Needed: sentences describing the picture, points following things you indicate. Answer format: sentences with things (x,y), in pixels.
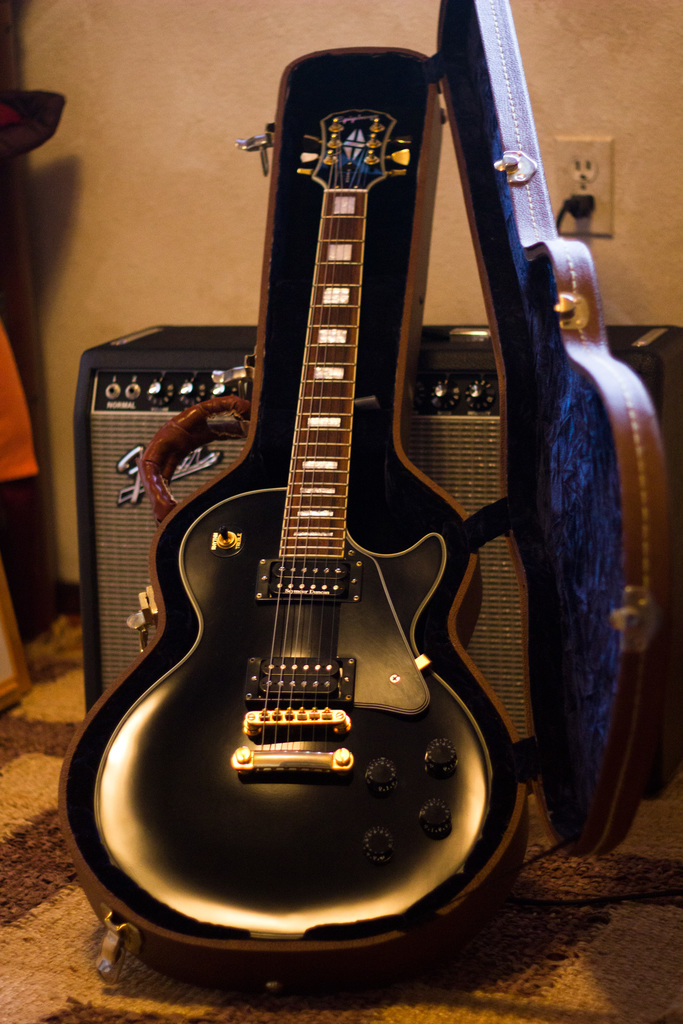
In this image, I can see a guitar (347,614) in a guitar box (311,190) and there is a speaker (476,440) on the floor (549,888). In the background (582,223), there is a cable (585,208) connected to a socket (586,192), which is attached to the wall (585,128).
